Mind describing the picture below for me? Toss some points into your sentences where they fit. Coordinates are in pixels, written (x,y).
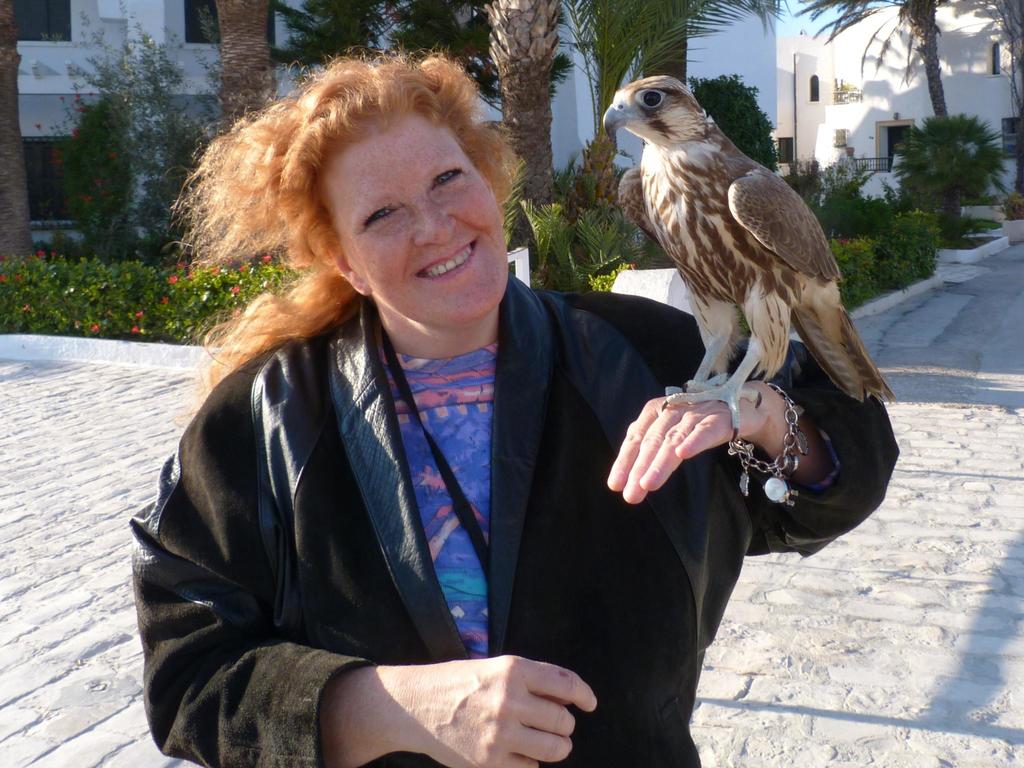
In this picture I can see a woman (475,411) and a falcon (872,371) on her hand (682,432) and I can see trees (597,121) and buildings (959,55) in the back (832,166) and I can see plants (657,254) in the middle (656,268).
